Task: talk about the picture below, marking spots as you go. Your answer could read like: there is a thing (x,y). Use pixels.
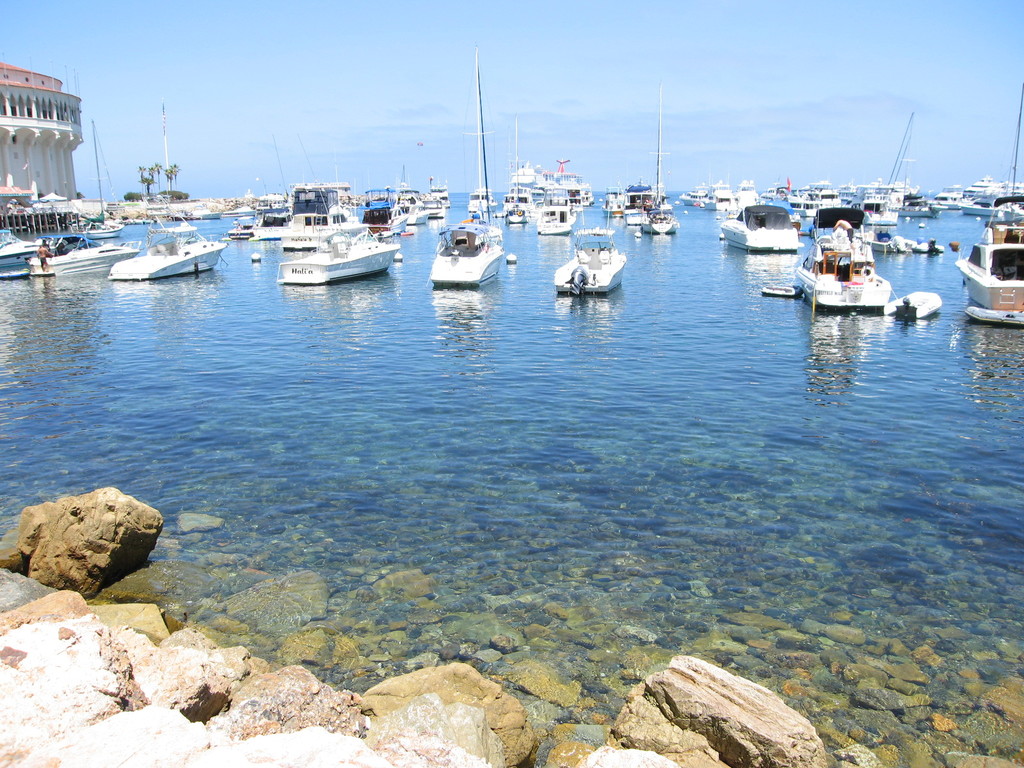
In this picture we can see water (586,468) and stones (462,666) at the bottom (462,666), there are some stones (48,583) in the water (537,422), on the left side (55,173) we can see a building (39,173), in the background (142,180) there are some trees (168,172), we can see the sky (443,43) at the top of the picture (443,43).
